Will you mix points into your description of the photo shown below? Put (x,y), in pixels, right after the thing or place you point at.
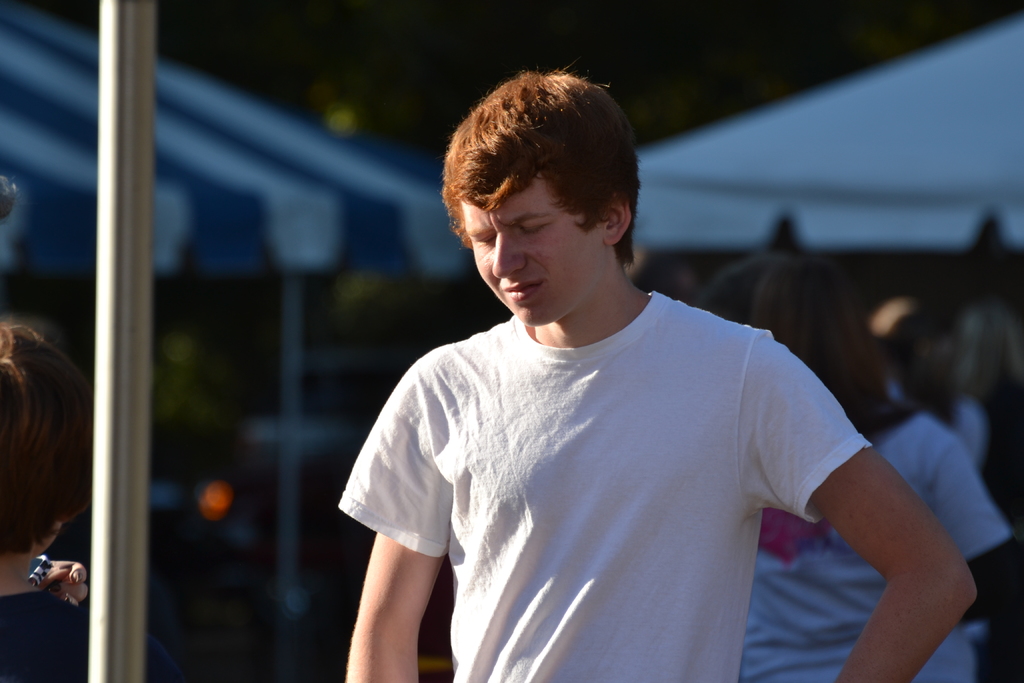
In the center of the image (467,233) there is a person (535,421). In the background (89,229) we can see persons (817,333), tents (93,210), trees (265,21) and pole (100,193).
